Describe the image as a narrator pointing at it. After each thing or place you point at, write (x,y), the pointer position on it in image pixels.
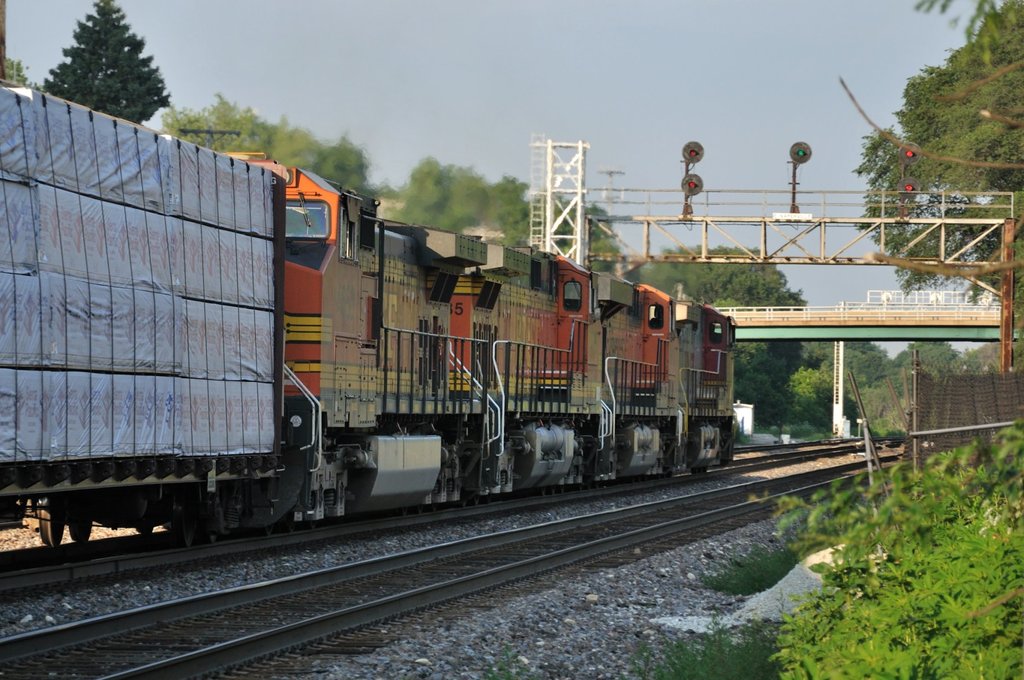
This image consists of a train (652,384). At the bottom (400,545), there are tracks (310,639) along with stones (607,579). On the right (988,540), we can see small plants (916,487). On the left (140,99) and right, there are trees (879,233). In the middle (675,246), we can see a bridge (923,299) and a stand (747,220) along with signal lights (689,190). At the top (624,61), there is sky (615,96).
